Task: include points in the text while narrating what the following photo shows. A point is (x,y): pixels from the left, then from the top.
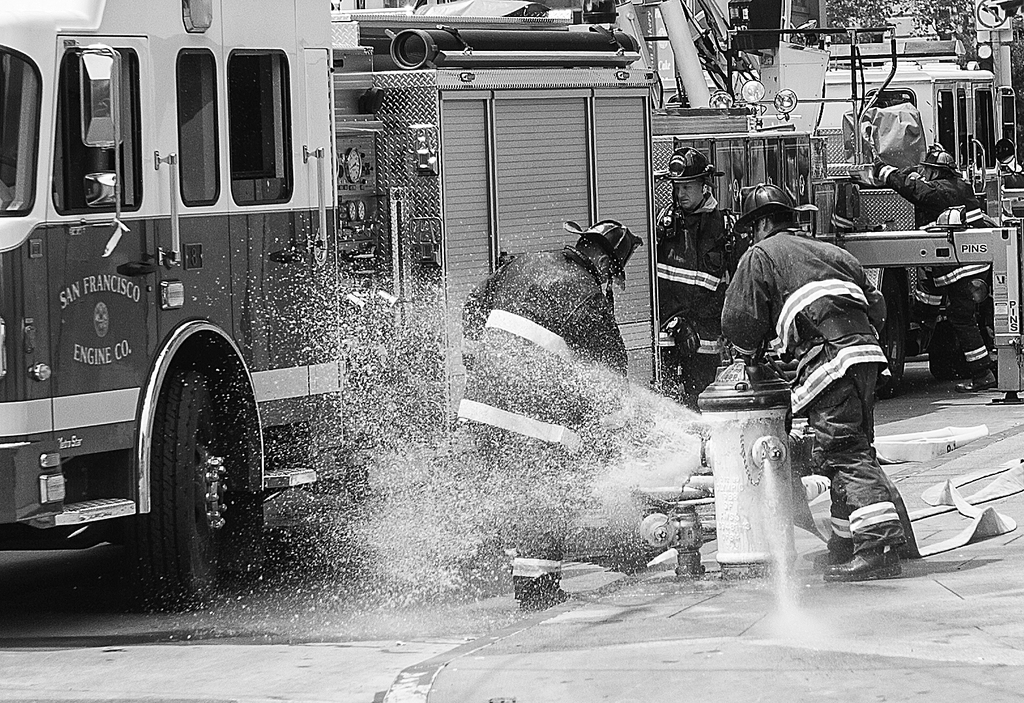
This picture describes about group of people (695,338), few are standing near to the water hydrant (724,532), and we can find vehicles (521,186) and trees (844,22).
